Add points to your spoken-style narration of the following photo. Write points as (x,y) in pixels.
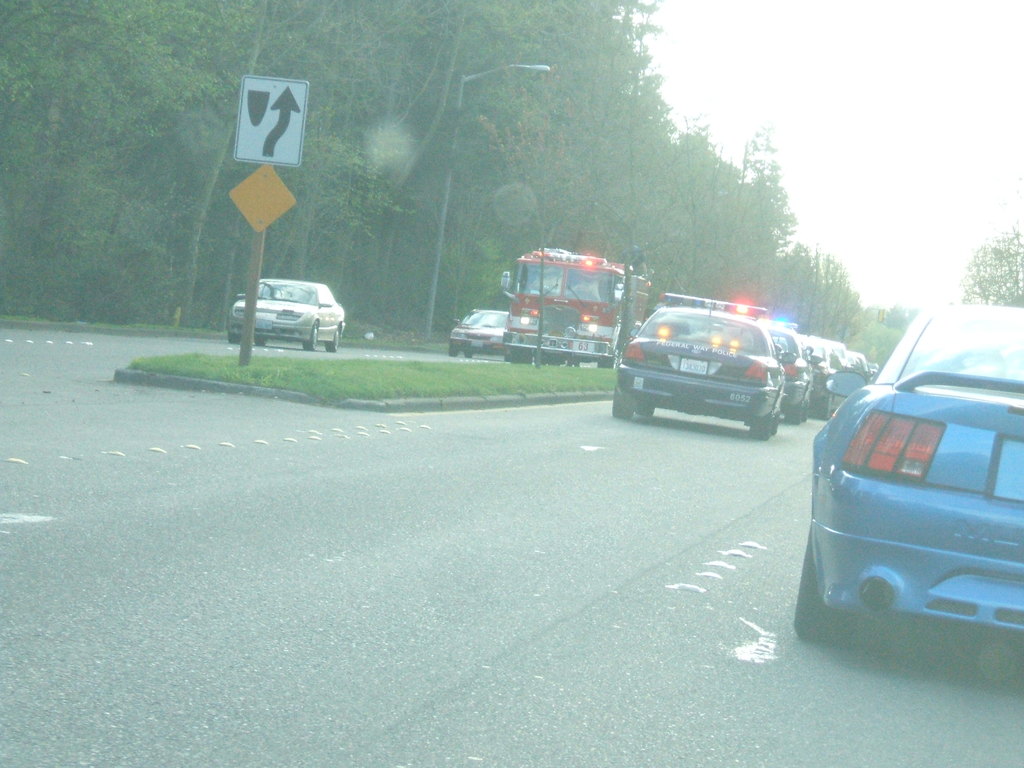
In this image, we can see vehicles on road (628,464) and in the background (347,149), there are trees (553,163) and we can see some boards (262,133) and there is a light (458,117). At the top (762,61), there is sky (780,126).
